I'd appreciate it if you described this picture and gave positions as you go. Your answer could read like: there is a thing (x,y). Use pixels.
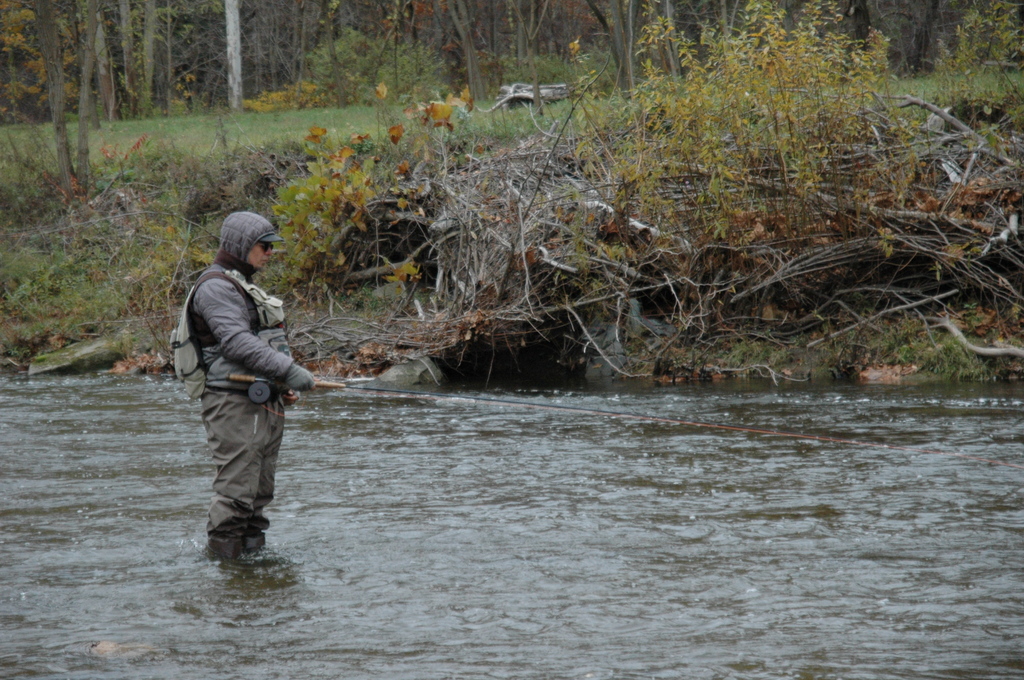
In this image we can see a person (221,404) standing in the water (321,414) and holding a stick (501,405). In the background (688,154), we can see the trees (682,62) and grass (249,116).
